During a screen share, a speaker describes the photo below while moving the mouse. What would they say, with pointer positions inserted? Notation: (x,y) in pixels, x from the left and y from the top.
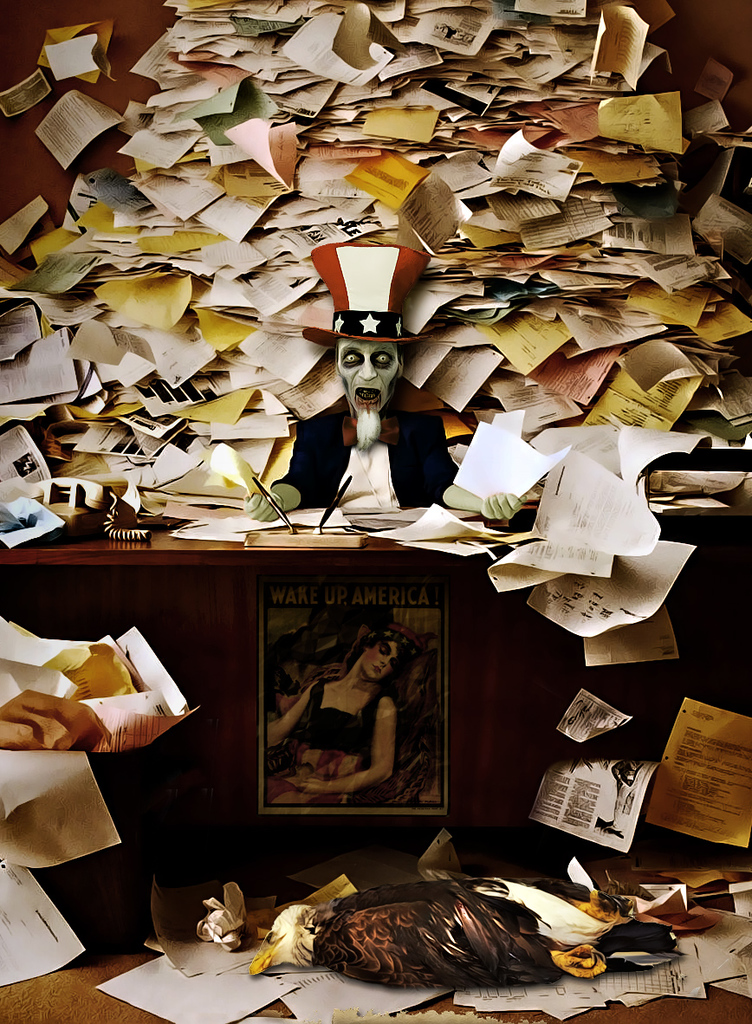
In the foreground of the image (424,963) we can see a bird (450,955) is laying down on the papers (355,1004). In the middle of the image (486,672) we can see a table (209,597) on which a telephone (67,512) and the poster (321,786) is there and an animated image (375,486) is there. On the top of the image (608,283) we can see some papers (522,152). Here the complete image is an animation.
